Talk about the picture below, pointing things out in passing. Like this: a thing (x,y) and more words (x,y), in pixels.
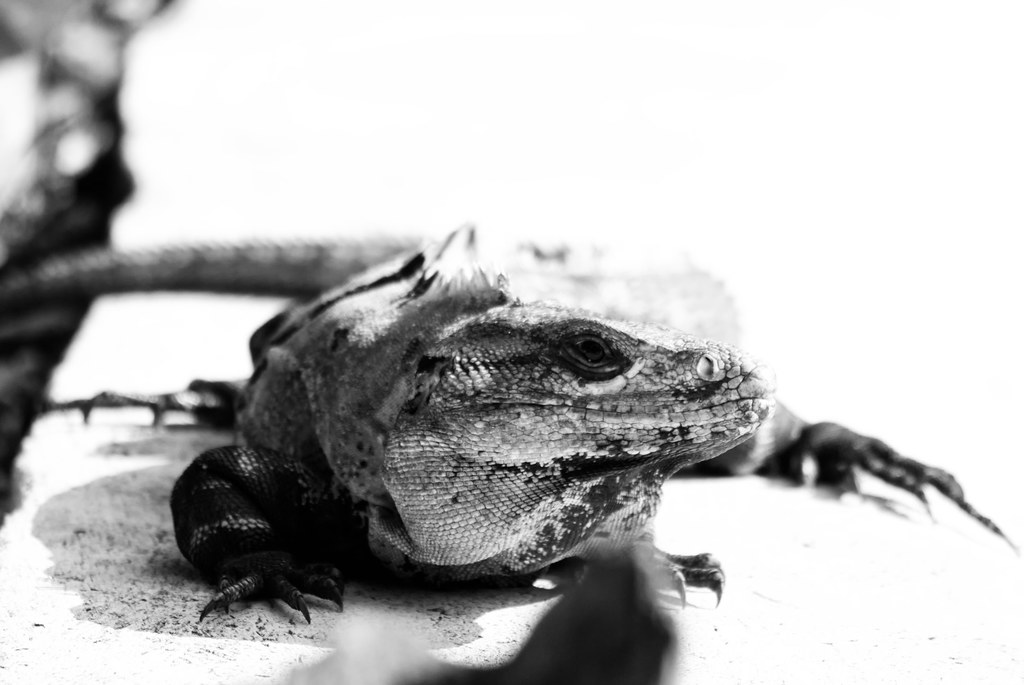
This is a black and white picture. I can see a reptile (480,554) on the object (375,597), and there is blur background (24,111).
